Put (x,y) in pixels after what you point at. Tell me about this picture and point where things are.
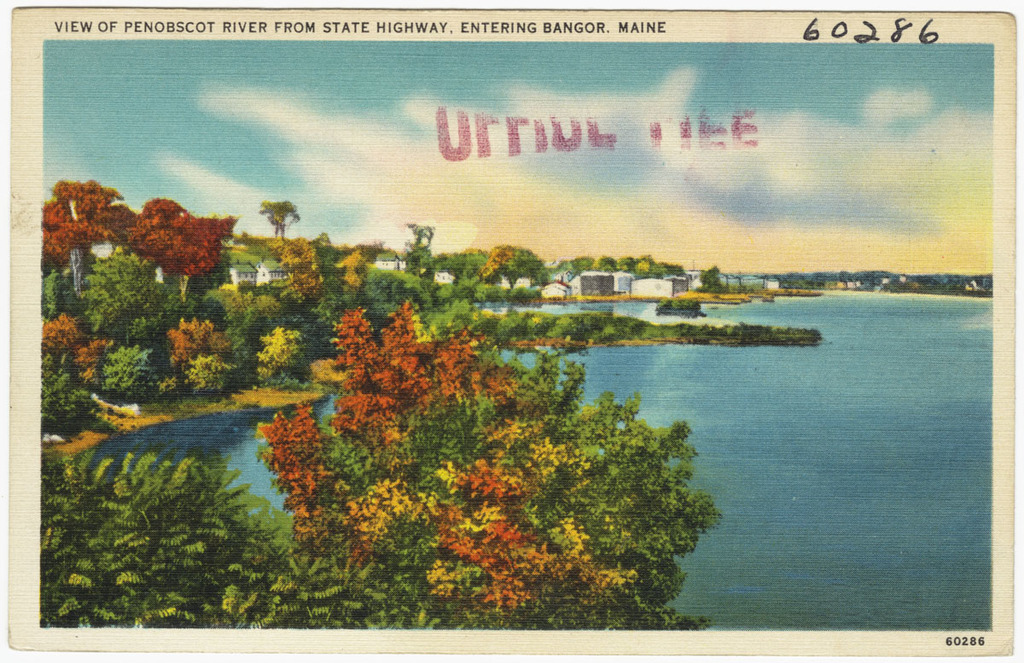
At the bottom of the picture (429,510), we see the trees (475,495) and water (895,433). This water (780,462) might be in the lake (888,403). There are trees (465,270) and buildings (653,282) in the background (602,268). At the top (412,62), we see the sky (435,105). This picture might be the painting or a photo frame.
